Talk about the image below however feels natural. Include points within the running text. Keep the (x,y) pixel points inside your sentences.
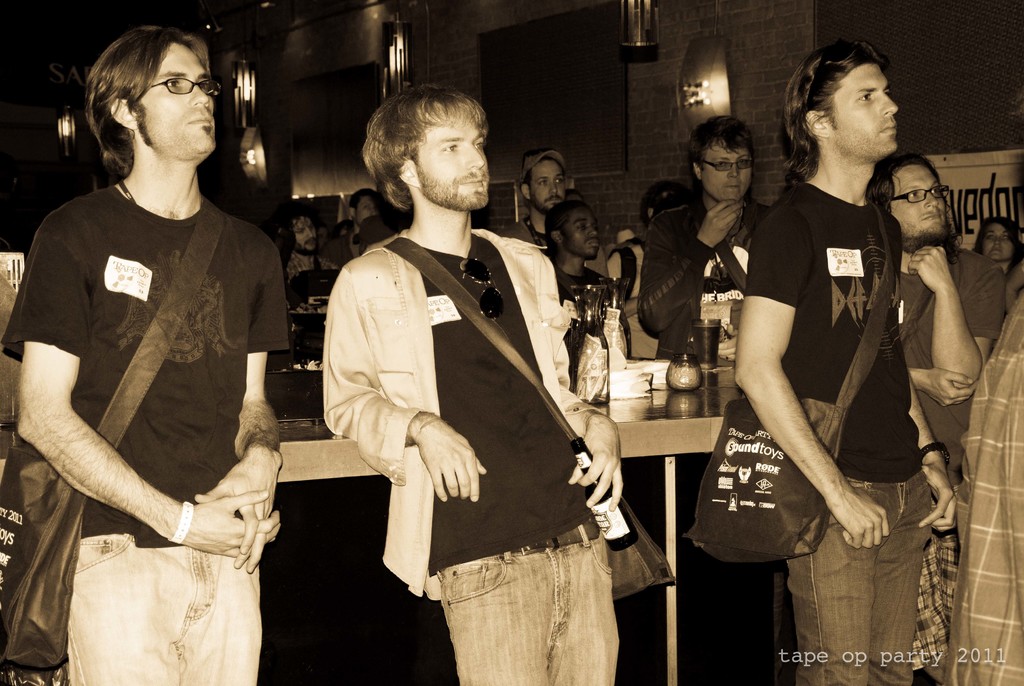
In the image we can see there are many people (491,319) standing, wearing clothes (666,351) and some of them are wearing spectacles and carrying bags (768,482). Here we can see the table (656,452), on the table (643,443), we can see many other things (631,360). Here we can see a person (468,362) standing and holding the bottle (596,513) in the hand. Here we can see lights (701,93), wall (753,40) and on the bottom right (845,656) we can see the watermark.
